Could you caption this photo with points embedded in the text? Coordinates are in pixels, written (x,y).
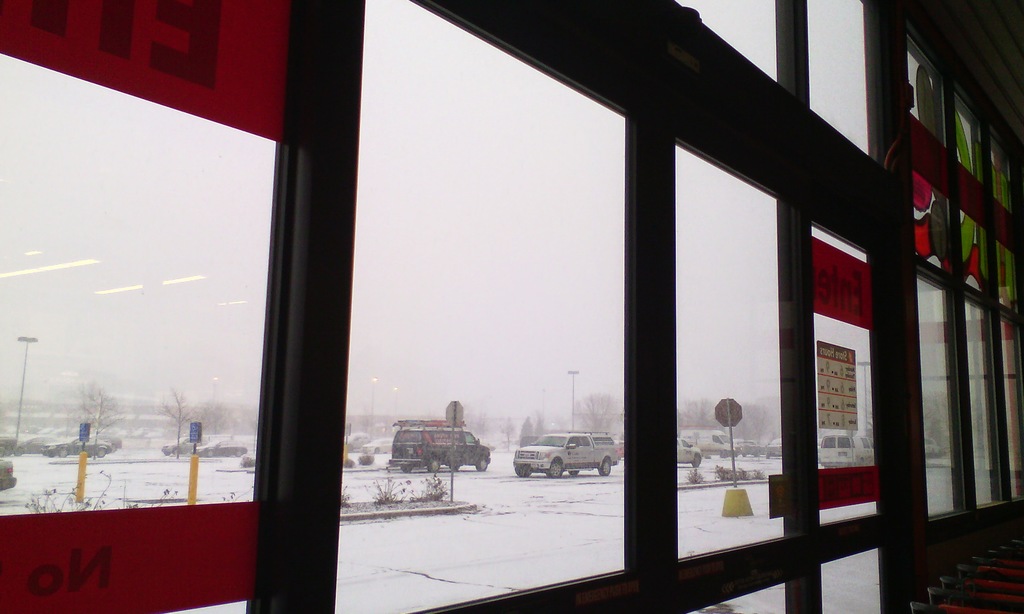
In the image in the center (518,303) we can see glass (742,260) and roof (972,39). Through glass (495,444), we can see sky (590,185), clouds (600,196), sign boards (454,411), plants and few vehicles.
